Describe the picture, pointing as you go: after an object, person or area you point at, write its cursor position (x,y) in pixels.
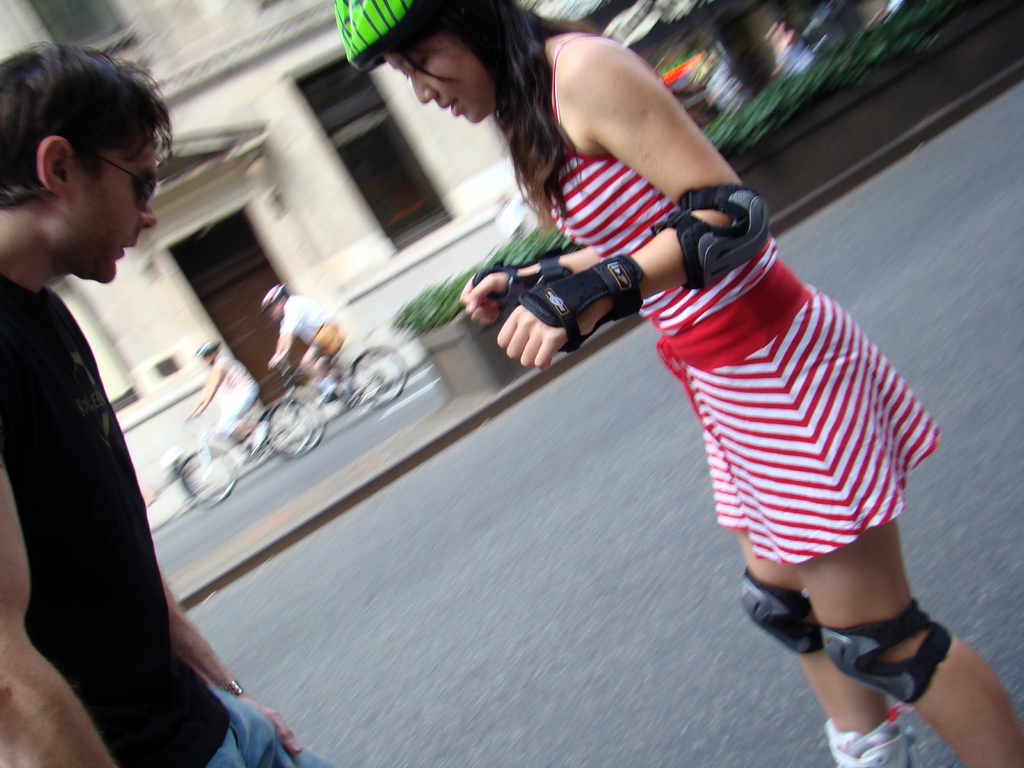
In this image we can see a few people (482,312), among them some are riding the bicycles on the road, in the background (408,258), we can see a building (392,247) with windows (397,229) and there are some plants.
